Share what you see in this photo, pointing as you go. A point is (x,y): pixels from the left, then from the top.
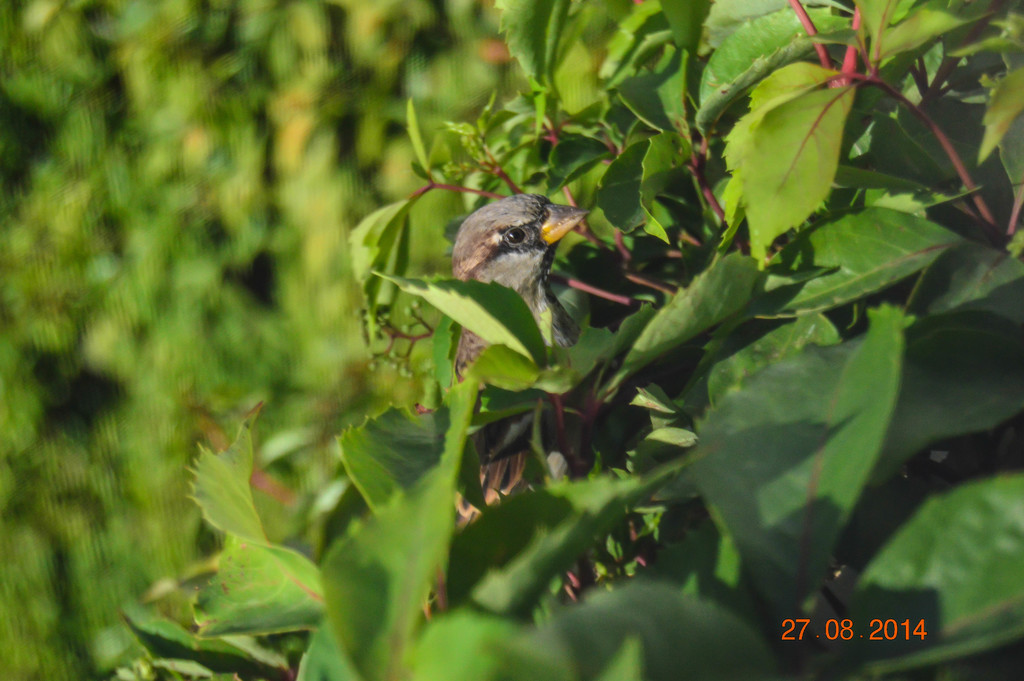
In this picture we can see a bird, leaves (425,455) and in the background (196,137) we can see it is blurry.
